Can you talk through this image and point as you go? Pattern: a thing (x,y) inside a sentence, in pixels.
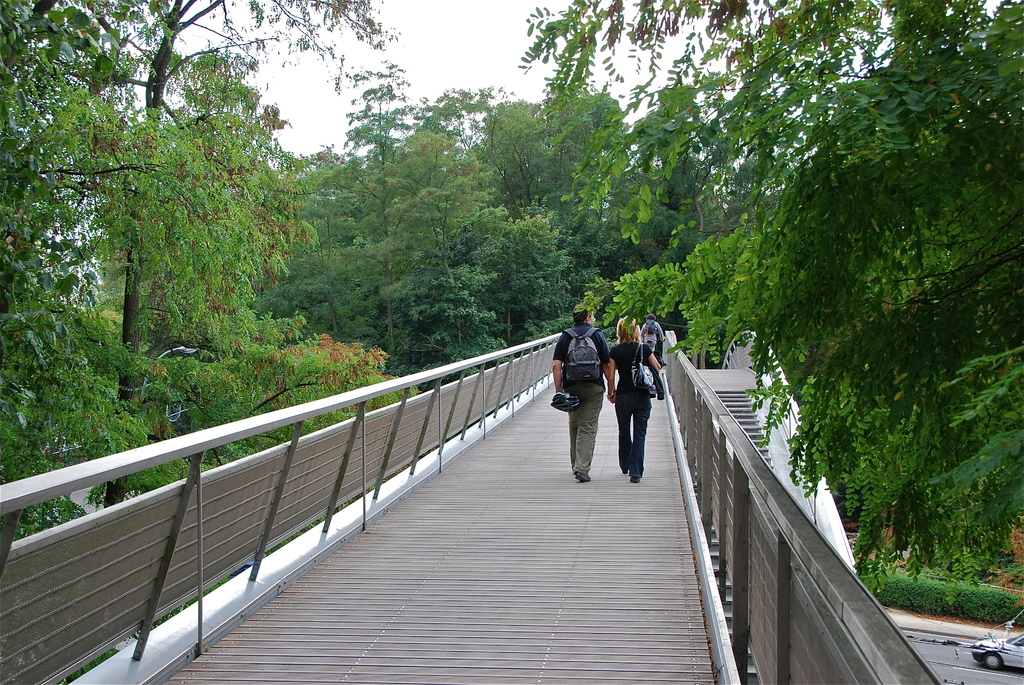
In this image there are few people (626,439) walking on the bridge (535,357). In the background (511,265) there are trees (633,298). At the top (429,61) there is the sky (446,87). At the bottom (978,675) there is a road (968,661) on which there is a car (982,662).
